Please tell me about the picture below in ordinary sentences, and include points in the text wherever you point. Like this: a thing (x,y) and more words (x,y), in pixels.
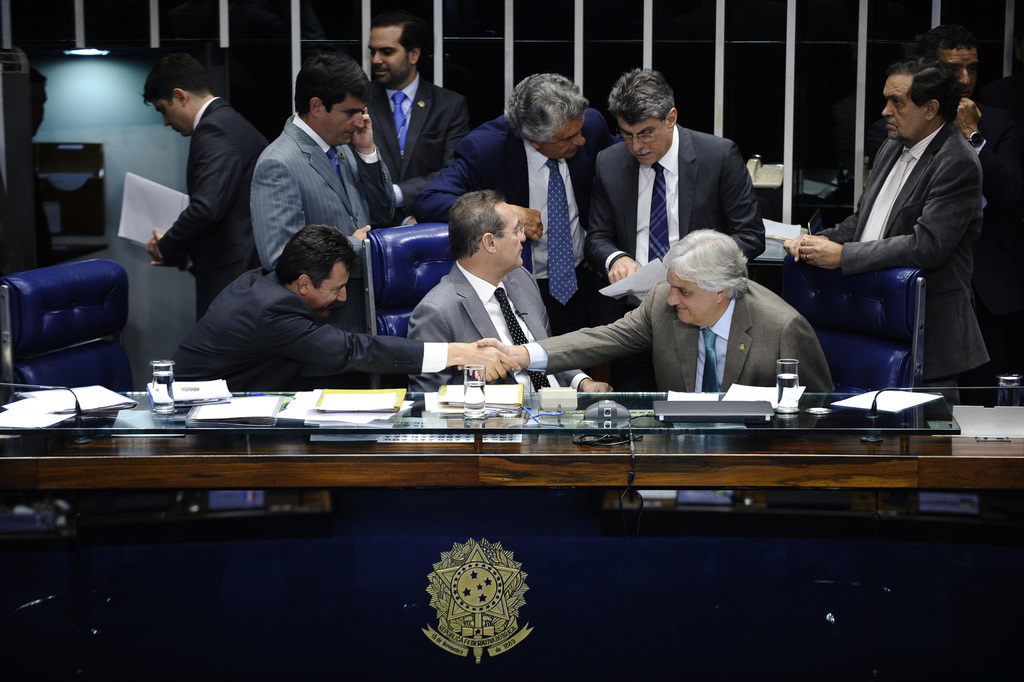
In this picture there are people (416,349), among them there are two men (308,279) sitting on chairs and shaking hands (504,344) each other. We can see papers (198,386), glasses (787,399) and objects (964,413) on the table (480,426). In the background of the image (102,104) we can see wall (95,89), telephone (772,182) and light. We can see logo (463,588) on the blue surface (20,659).
